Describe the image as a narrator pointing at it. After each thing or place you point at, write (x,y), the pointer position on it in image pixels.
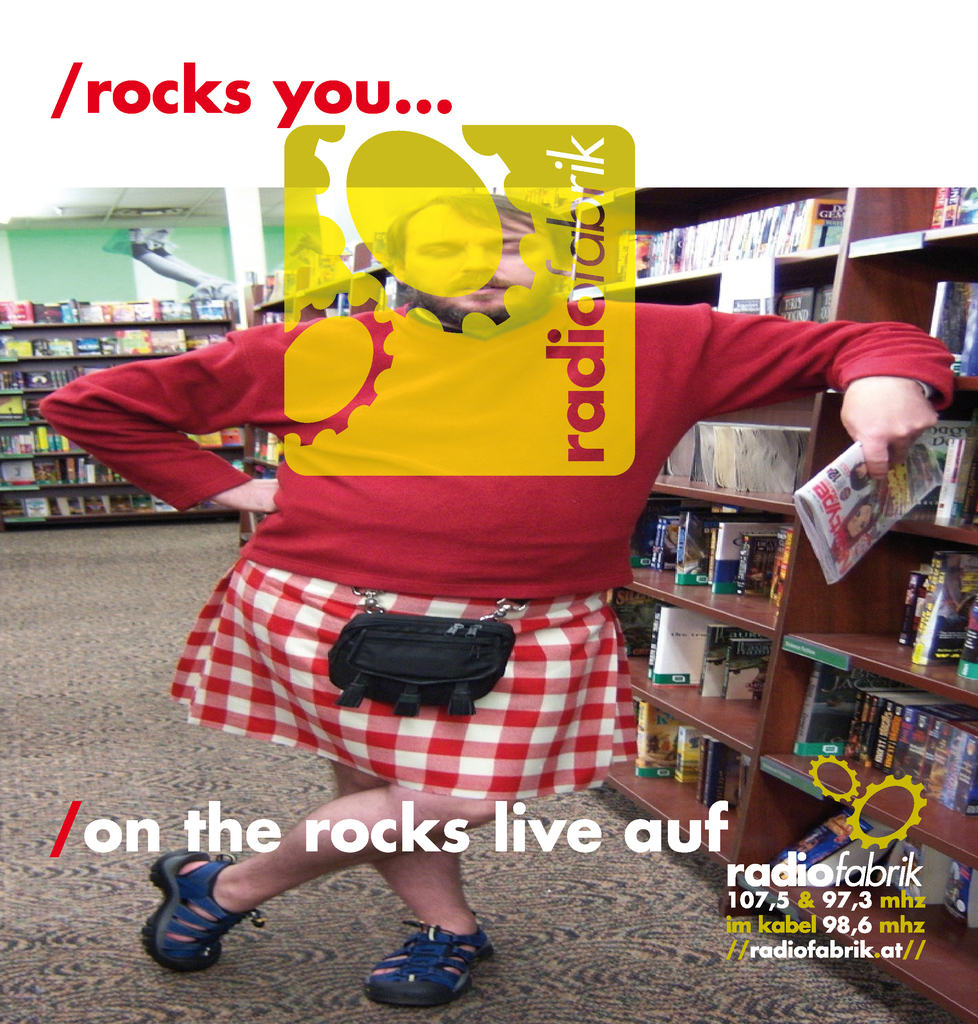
In the picture I can see a man (630,493) standing on the floor (320,782). He is wearing a red color T-shirt (814,356) and skirt (598,658). There is a book (904,507) in his left hand (913,418). I can see the books (631,644) on the wooden shelves (691,282).
